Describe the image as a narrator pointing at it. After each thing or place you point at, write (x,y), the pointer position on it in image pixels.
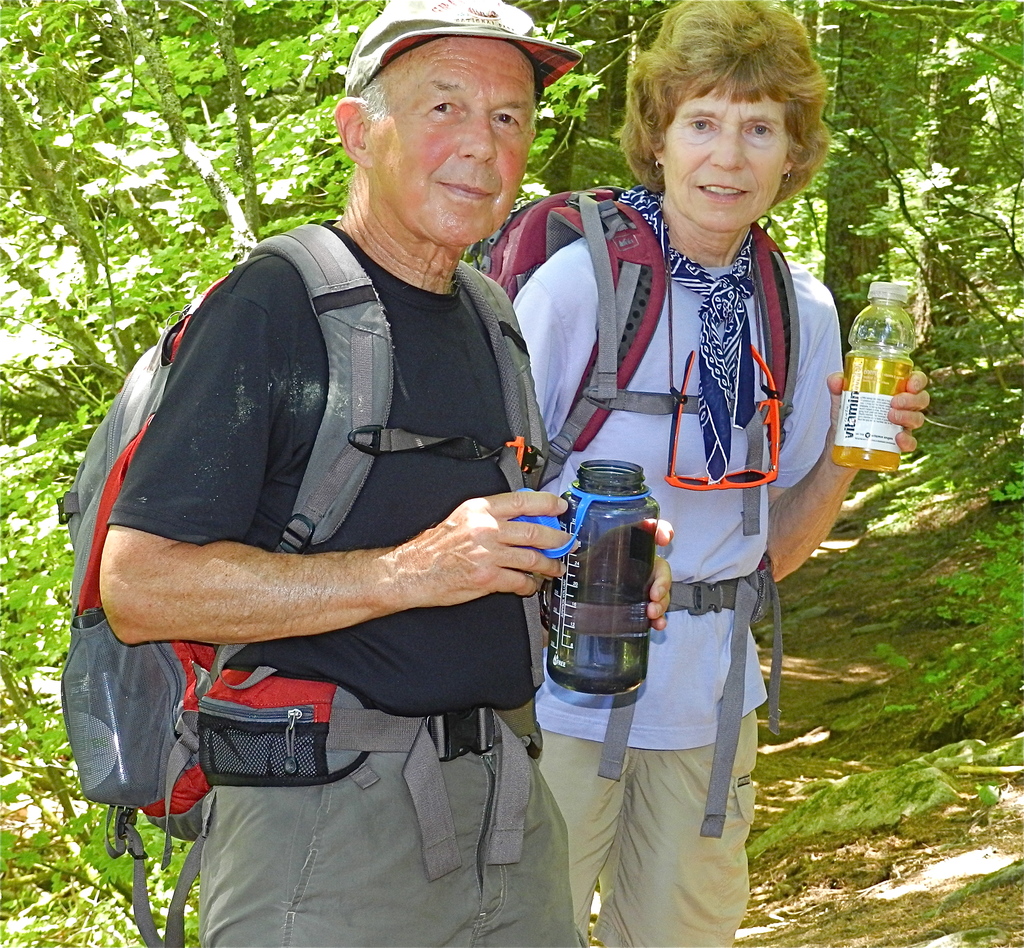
In this image i can a man (443,174) and a woman (742,175) wearing a bag (637,265) and holding a bottle (645,565), at the back ground (284,184) i can see a tree (202,210).
